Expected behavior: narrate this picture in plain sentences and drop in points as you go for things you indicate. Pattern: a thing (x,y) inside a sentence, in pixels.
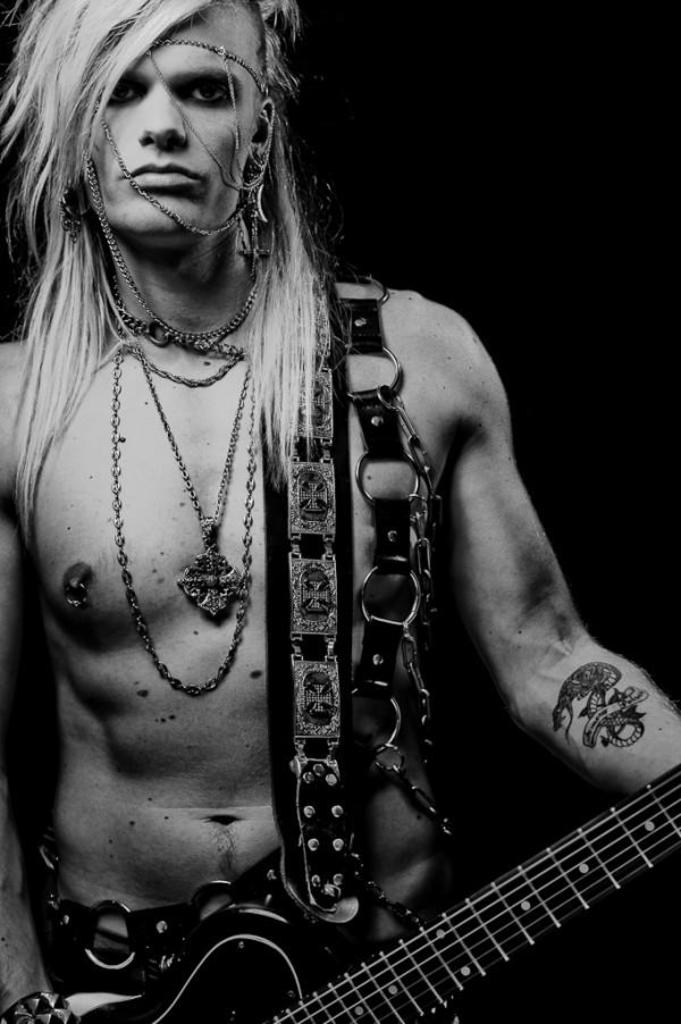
As we can see in the image there is a man (197,497) holding guitar (319,954). On his hand (572,667) there is a tattoo (604,679) and this person (547,591) is wearing chains (138,329) over his neck (196,360).
